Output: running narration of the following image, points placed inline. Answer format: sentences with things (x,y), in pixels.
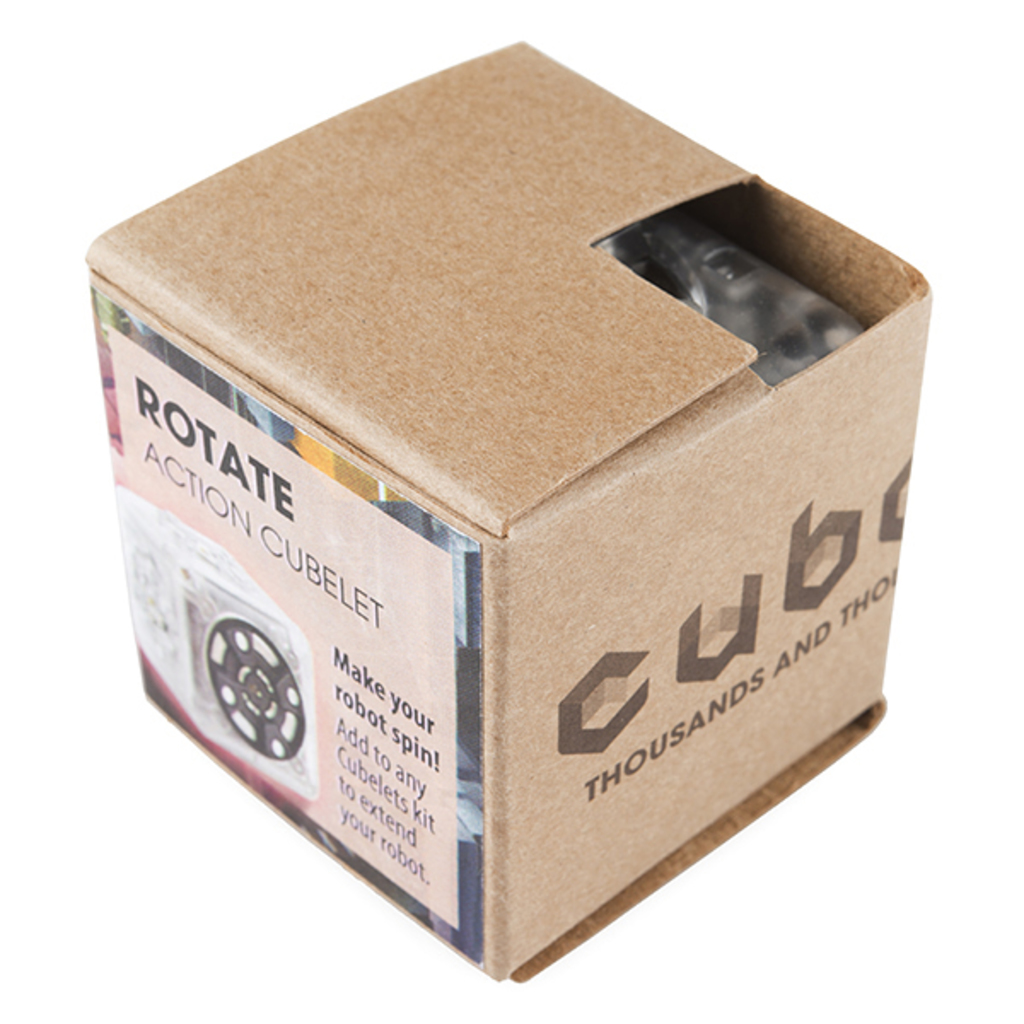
In the picture we can see a box (876,258) which is in the shape of the cube and it is made up of cardboard (862,669) and a label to it, on it we can see a name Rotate action cubelet.
